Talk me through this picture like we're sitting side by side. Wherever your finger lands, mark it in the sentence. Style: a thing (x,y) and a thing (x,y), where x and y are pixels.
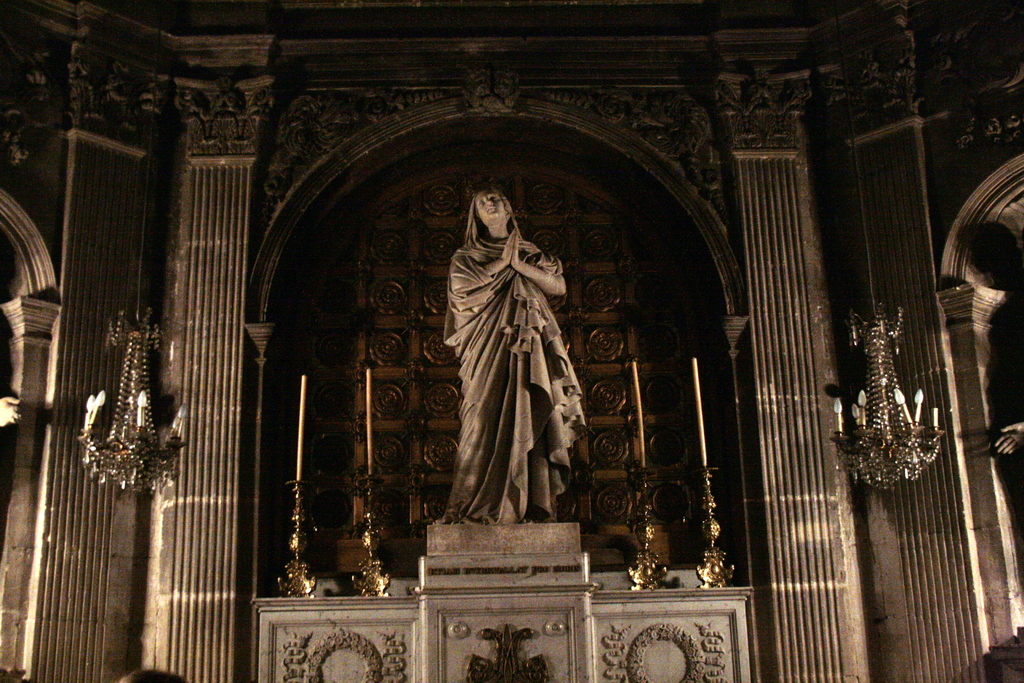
This is an inside picture of the church (455,407), we can see sculpture (476,323), pillars (226,497), lights (121,429) and some other objects (592,584).
